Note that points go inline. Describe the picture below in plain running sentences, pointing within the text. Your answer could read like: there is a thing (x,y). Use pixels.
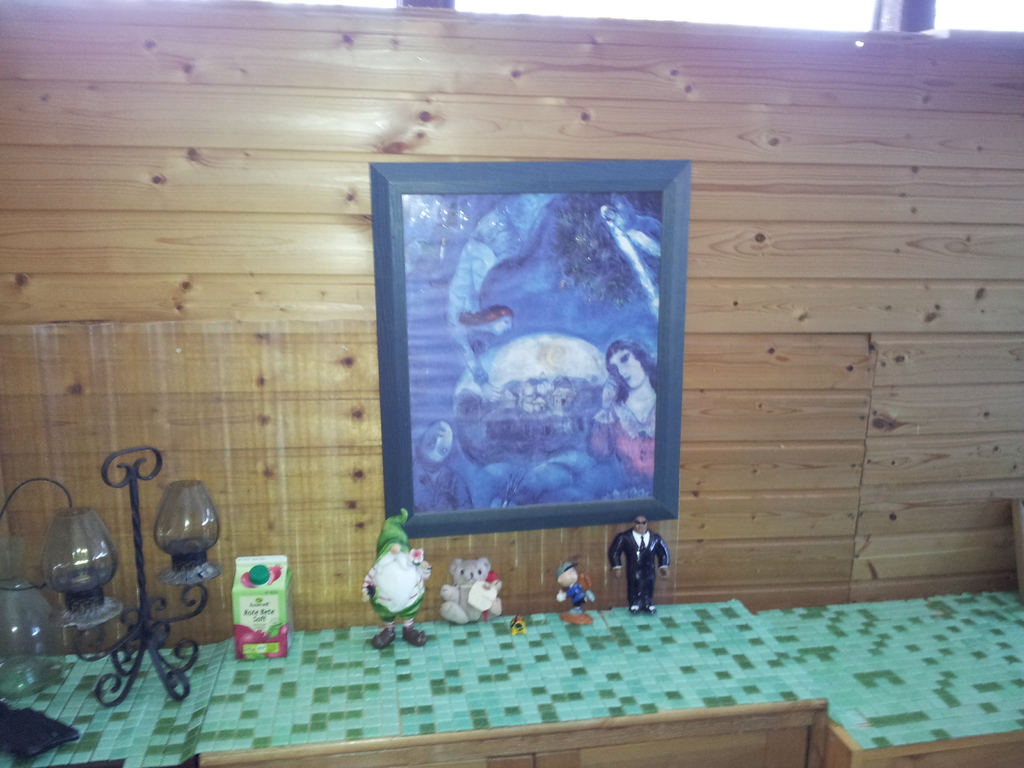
there are wooden tables (583,719) on which there is a green cover (541,697). upon that there are toys (564,583) and a lamp (144,624). behind that there is a wooden wall (749,509) on which there is a photo frame (638,295).
